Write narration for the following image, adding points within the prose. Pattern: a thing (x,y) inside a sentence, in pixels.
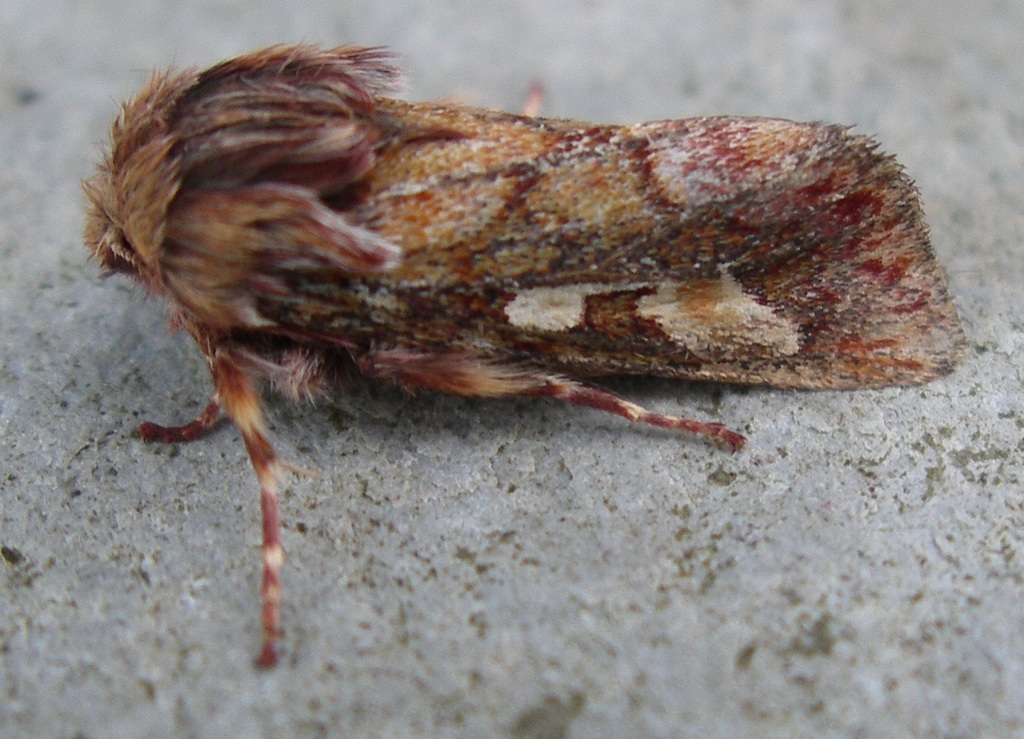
In the image we can see an insect (523,240), white and light brown in color. This is a floor (420,544).
